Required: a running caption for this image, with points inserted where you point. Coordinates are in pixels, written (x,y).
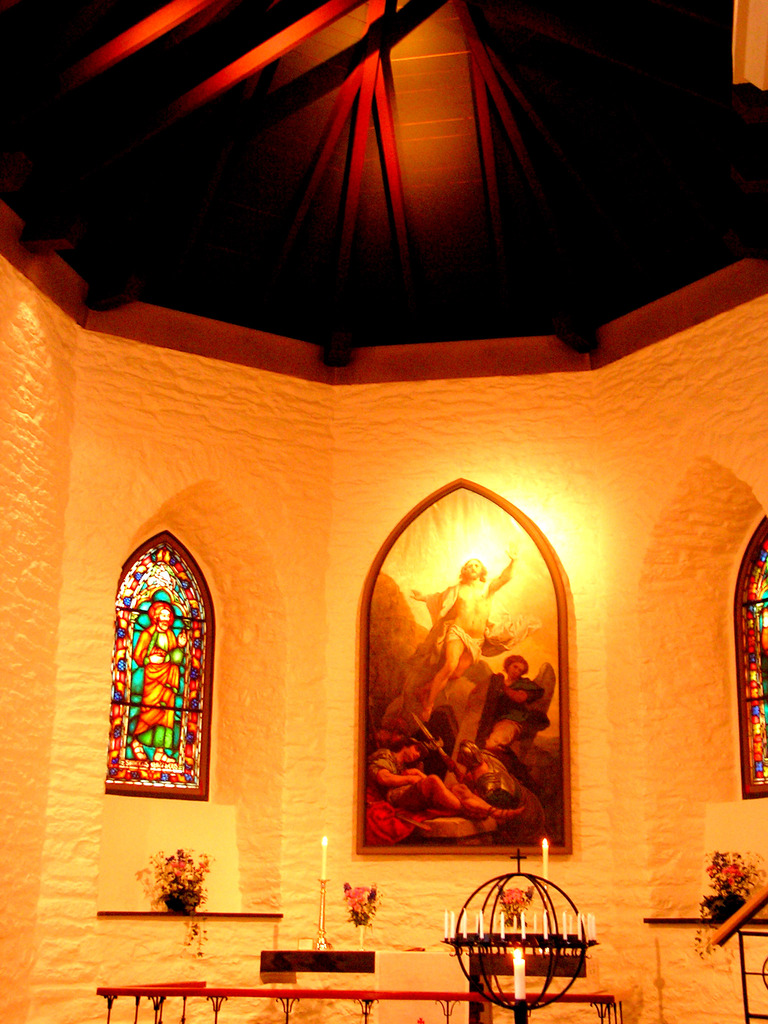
In this picture, we can see the wall (128,356) with some images (459,711), we can see some objects (732,893) at bottom side of the picture (716,908), like tables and some objects (170,867) on the table (499,971) like candles (466,915), candle holders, plants (516,908) in pots (177,914), and we can see lights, and roof (300,79) with poles (368,66).
